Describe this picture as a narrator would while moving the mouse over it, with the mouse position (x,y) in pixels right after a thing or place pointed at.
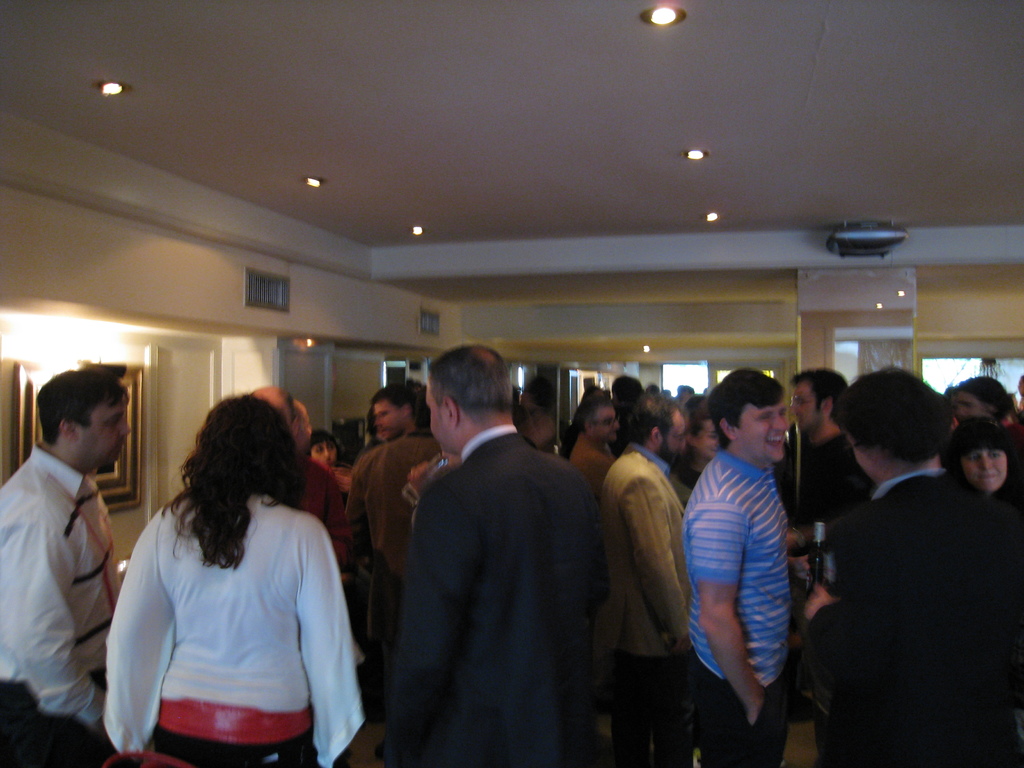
At the top (433,115) we can see the ceiling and the lights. We can see an object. On the left side of the picture (135,417) we can see a frame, it seems like air ducts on the wall (66,345). In this picture we can see the group of people (280,555) standing. On the right side of the picture (736,700) can see a man (757,377) wearing t-shirt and he is smiling. We can see a bottle (820,541).
